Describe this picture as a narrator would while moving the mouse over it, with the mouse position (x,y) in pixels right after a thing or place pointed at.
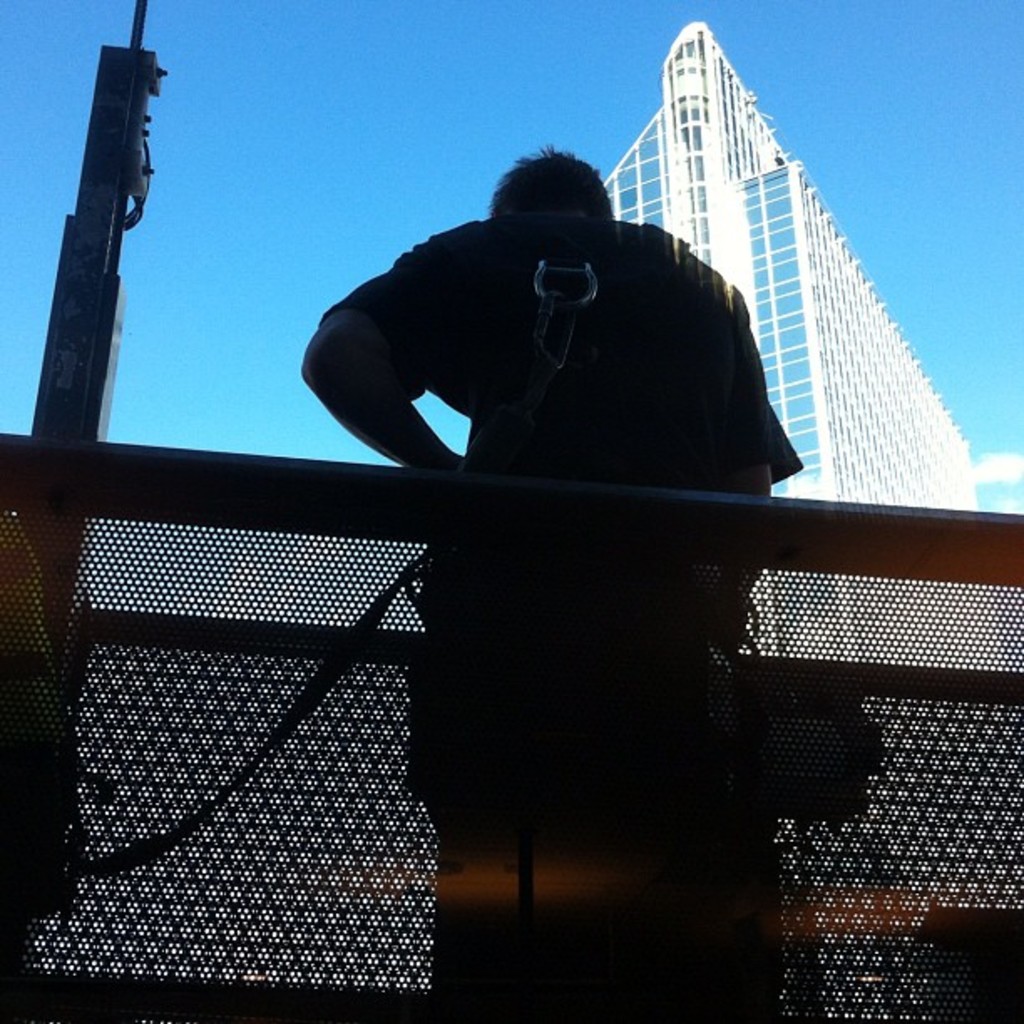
In this image, we can see a person (702,311). We can see the fence (705,554) and a building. We can also see a pole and some objects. We can see the sky (192,235) with clouds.
